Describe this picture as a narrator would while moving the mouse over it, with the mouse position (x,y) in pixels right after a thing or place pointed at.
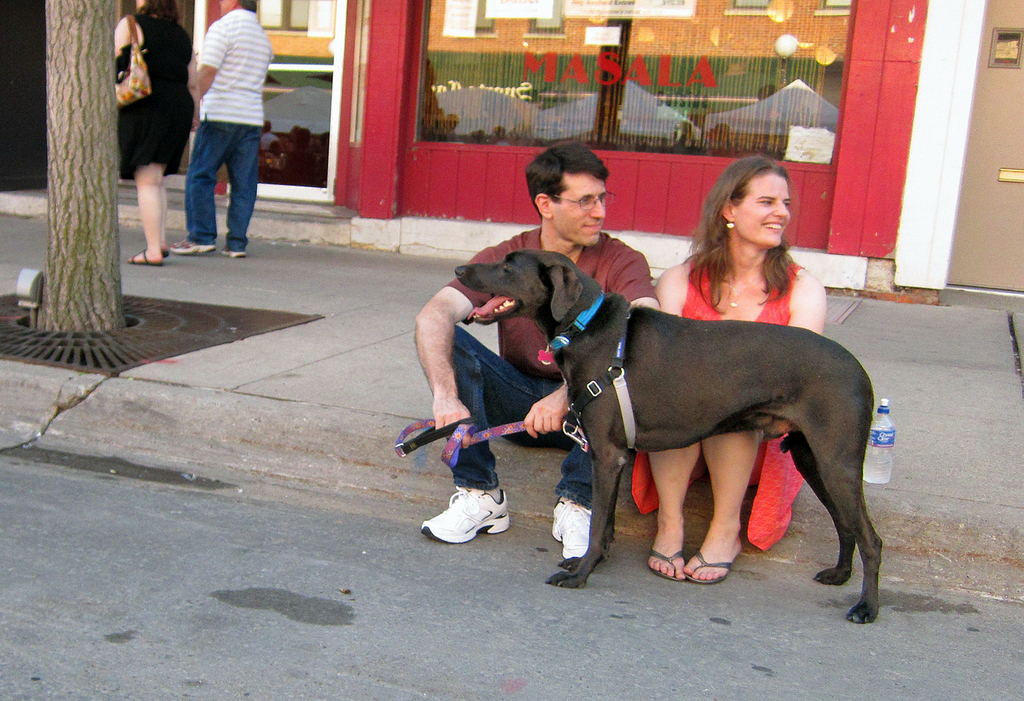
In this image there are two persons (530,366) sitting on the sidewalk (802,493) and holding a dog (578,371) which has leash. At the right side of the image (873,454) there is a water bottle (889,439) and at the left side of the image (167,48) there are two persons (153,204) who are walking and at the background of the image (655,91) there is a shop (685,125).
